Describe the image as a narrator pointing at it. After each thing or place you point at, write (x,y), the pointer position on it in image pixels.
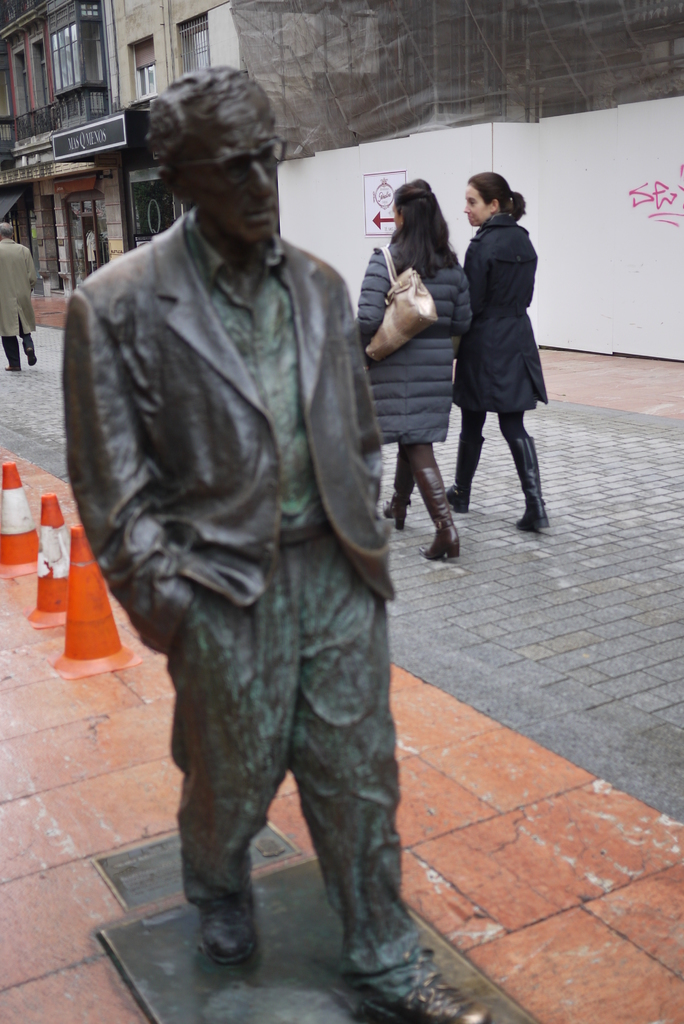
In this picture I can observe a statue (247,660) of a man (354,543) wearing a coat (227,424). On the left side (87,598) there are traffic cones (69,559). On the right side (504,251) there are two women (465,376) walking on the road (477,555). In the background (33,37) there are buildings (116,55).
